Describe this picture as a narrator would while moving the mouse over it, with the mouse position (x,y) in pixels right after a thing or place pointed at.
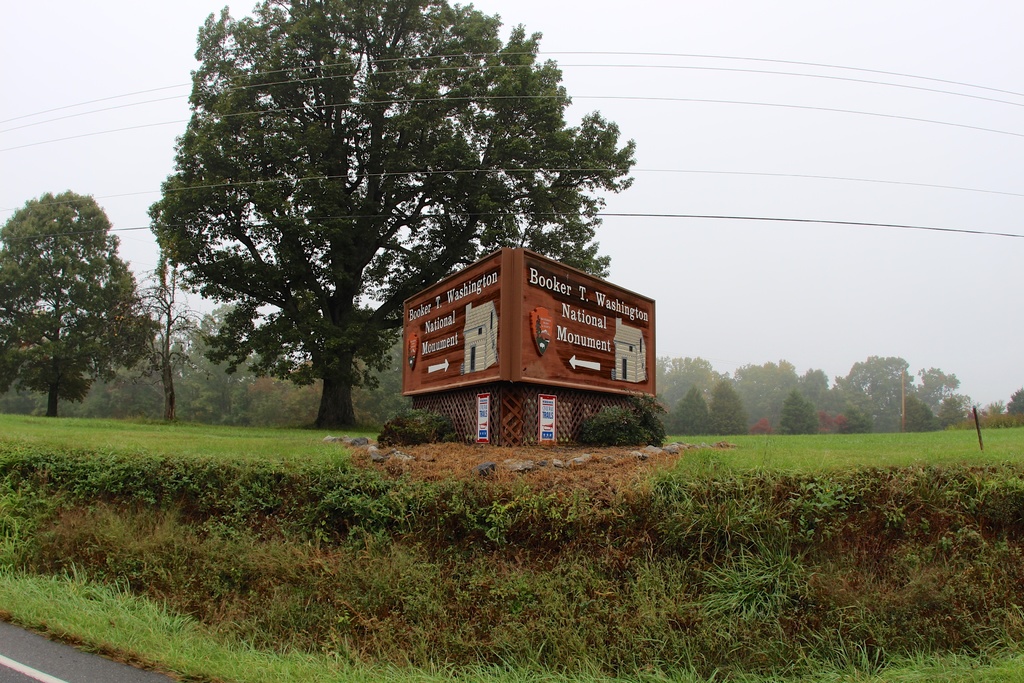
In this image I can see the road (38,657). To the side of the road (51,655) I can see the grass (307,490) and the boards (562,342) which are in brown color. In the background (273,261) there are many trees (225,386), wires (792,176) and the sky (692,187).
